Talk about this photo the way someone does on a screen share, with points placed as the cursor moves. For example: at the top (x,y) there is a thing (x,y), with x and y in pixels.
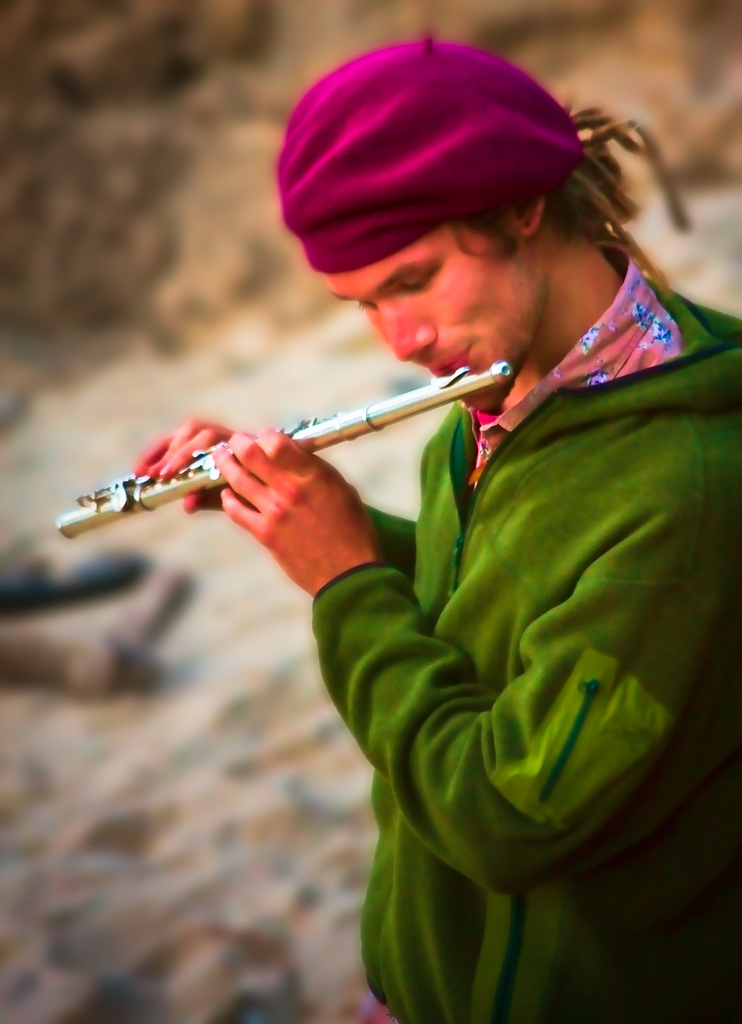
In this picture I can see a man (505,141) in front (530,454), who is wearing green color dress (505,507) and I see that he is holding a flute (466,390) near his mouth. I see that it is blurred in the background (205,17).
